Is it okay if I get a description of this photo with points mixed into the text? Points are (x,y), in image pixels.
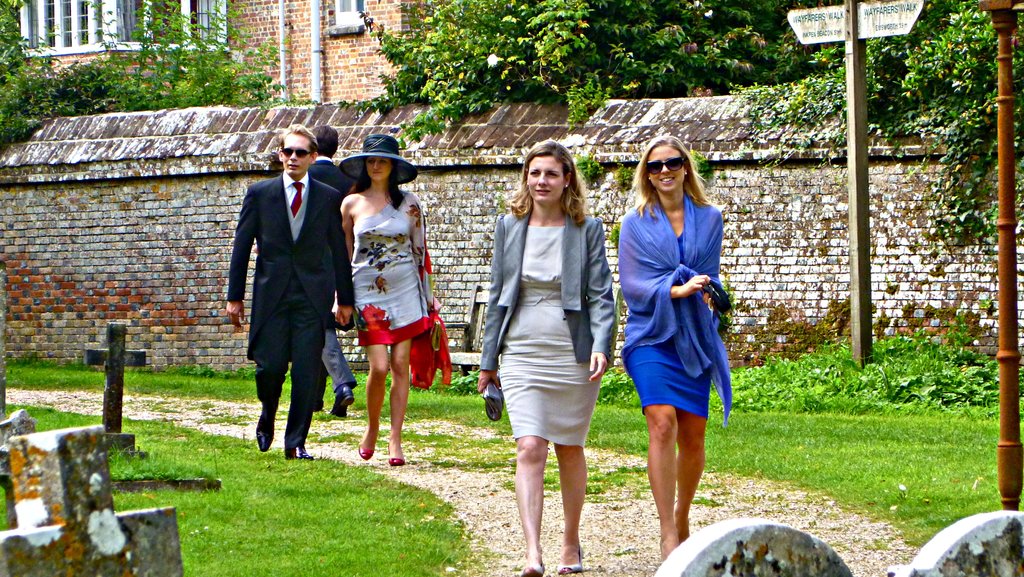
This image consists of three women (369,210) and two men (339,380). At the bottom (308,557), there is green grass (351,494). To the right (1002,176), there are poles (1012,195). To the left (79,475), there are graves (77,457). In the background (585,20), there is a wall (456,178) along with trees (157,12) and buildings (126,29).
